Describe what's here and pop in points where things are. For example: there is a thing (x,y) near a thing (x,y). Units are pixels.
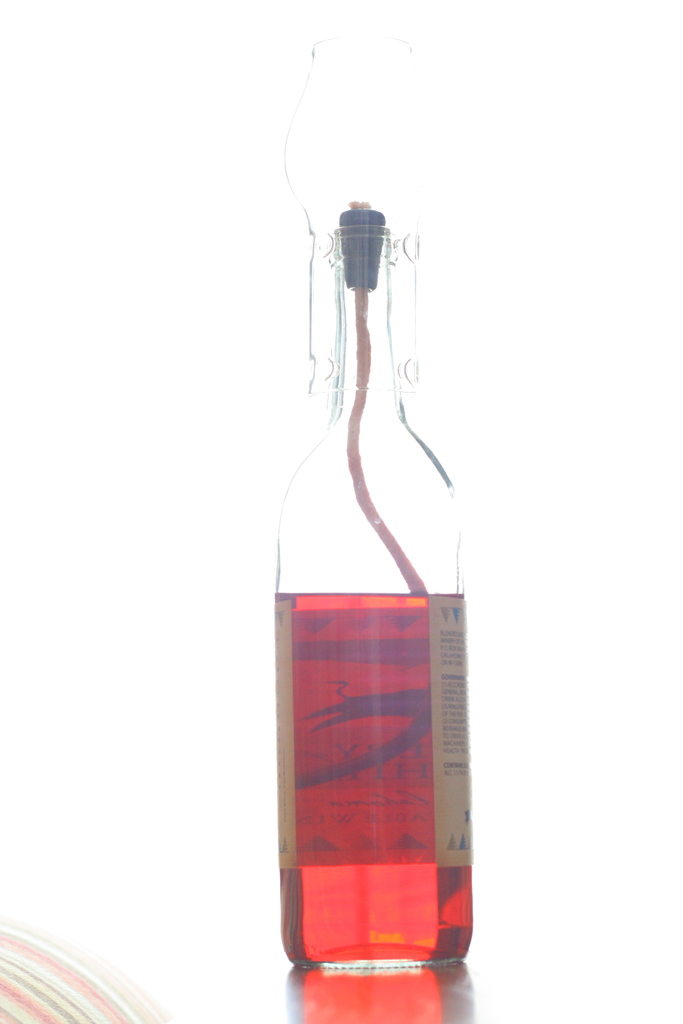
There is a bottle (356,652) which has red liquid (354,716) in it.
